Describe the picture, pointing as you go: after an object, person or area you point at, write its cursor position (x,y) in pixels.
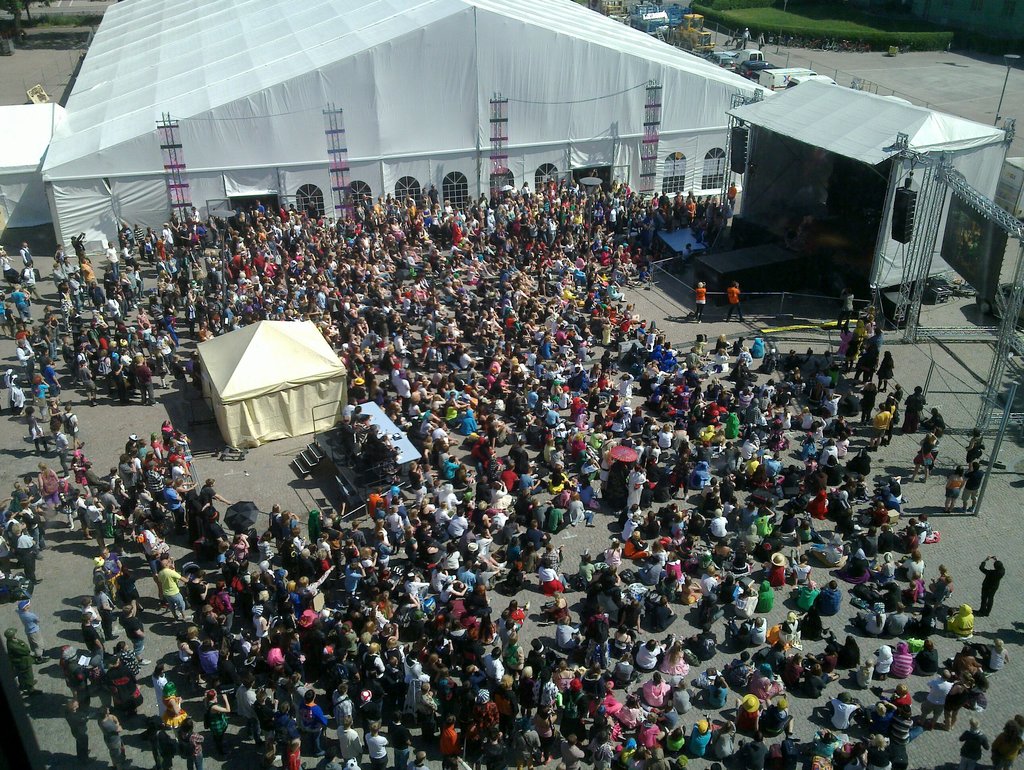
In this image there are group of people (381,313) standing and sitting, plants (744,22), vehicles (686,14), tents (353,1), stage (860,197), poles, lighting trusses (931,251), speakers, lights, staircase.
